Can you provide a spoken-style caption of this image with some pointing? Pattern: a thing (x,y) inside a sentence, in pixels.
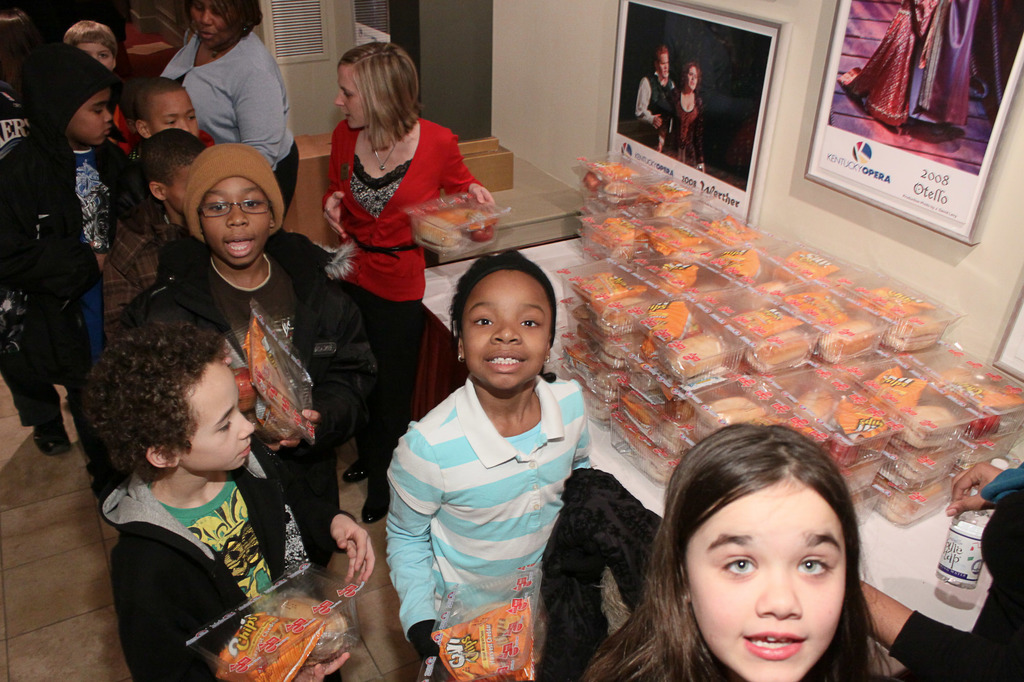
Here there are boys (250,314) and girls (478,578) standing on the floor (341,502) in a queue (459,569). On the right (802,333) there are food items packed in boxes (892,325) on a table (935,572). In the background (223,68) there are two women (228,82) standing at the wall (540,108) and there are frames (703,167) on the wall (305,116). On the right (1001,573) at the bottom corner (963,565) there is a person (1001,560) holding a bottle (946,555) in the hand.
